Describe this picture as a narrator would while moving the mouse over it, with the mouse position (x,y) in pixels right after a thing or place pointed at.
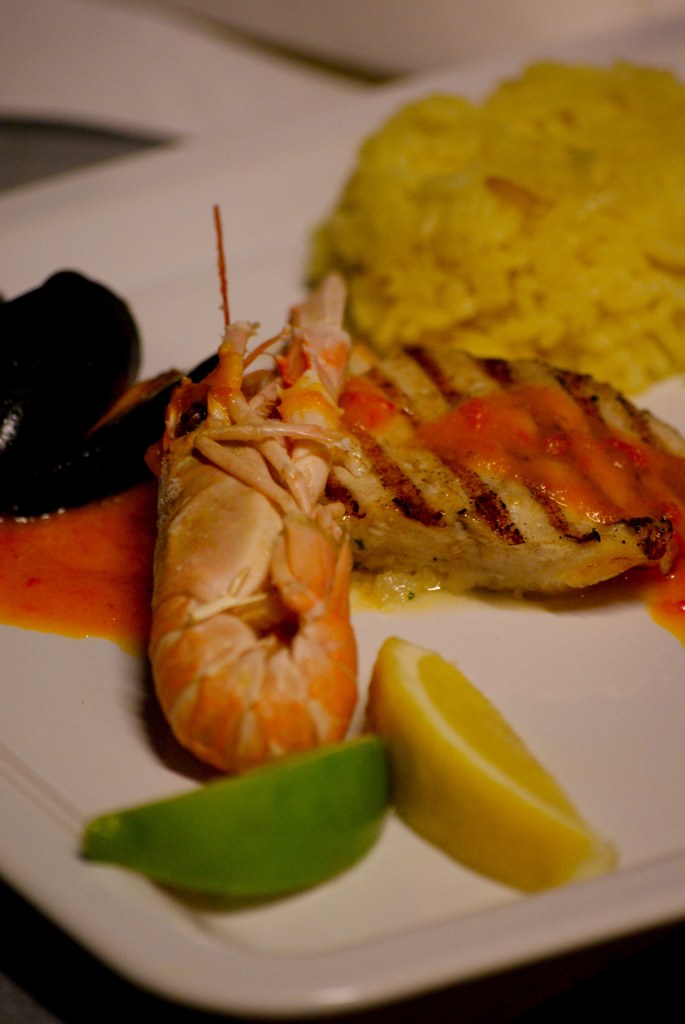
In this image I can see a plate (595,936) in which I can see fruits (359,790), rice (524,355) and meat items (282,440) may be kept on the table (303,98). This image is taken may be in a room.
